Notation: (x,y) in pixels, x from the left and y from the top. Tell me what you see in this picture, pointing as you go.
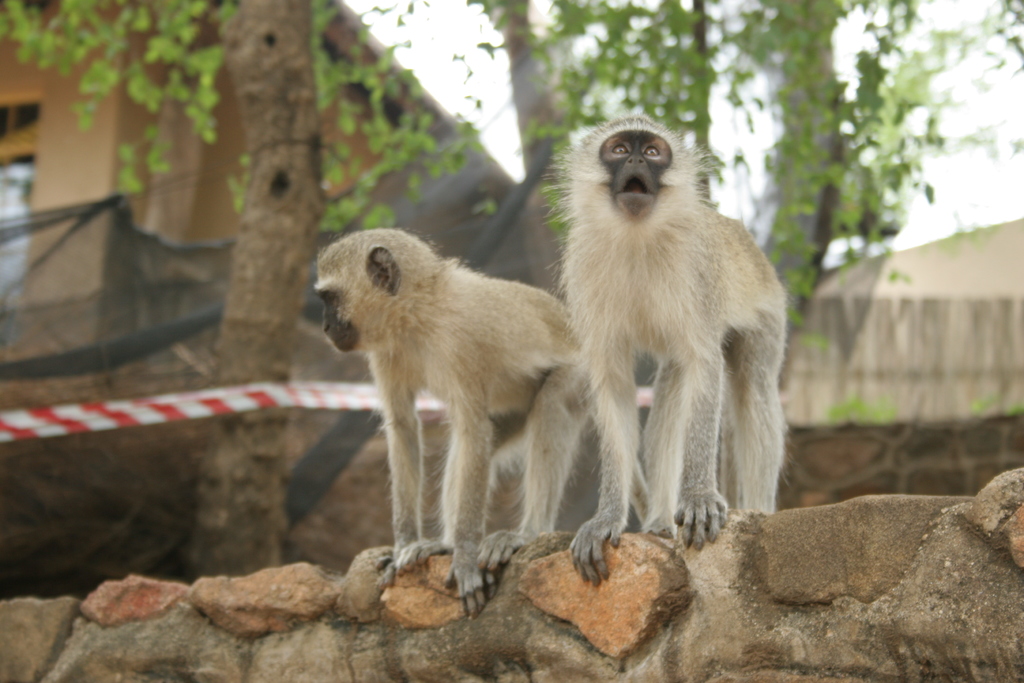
In this picture we can observe two monkeys (575,318) which were in black and cream color. They were standing on the stone wall (546,615). In the background (383,129) there are trees (245,57) and a building (108,172). We can observe a sky (985,160).
